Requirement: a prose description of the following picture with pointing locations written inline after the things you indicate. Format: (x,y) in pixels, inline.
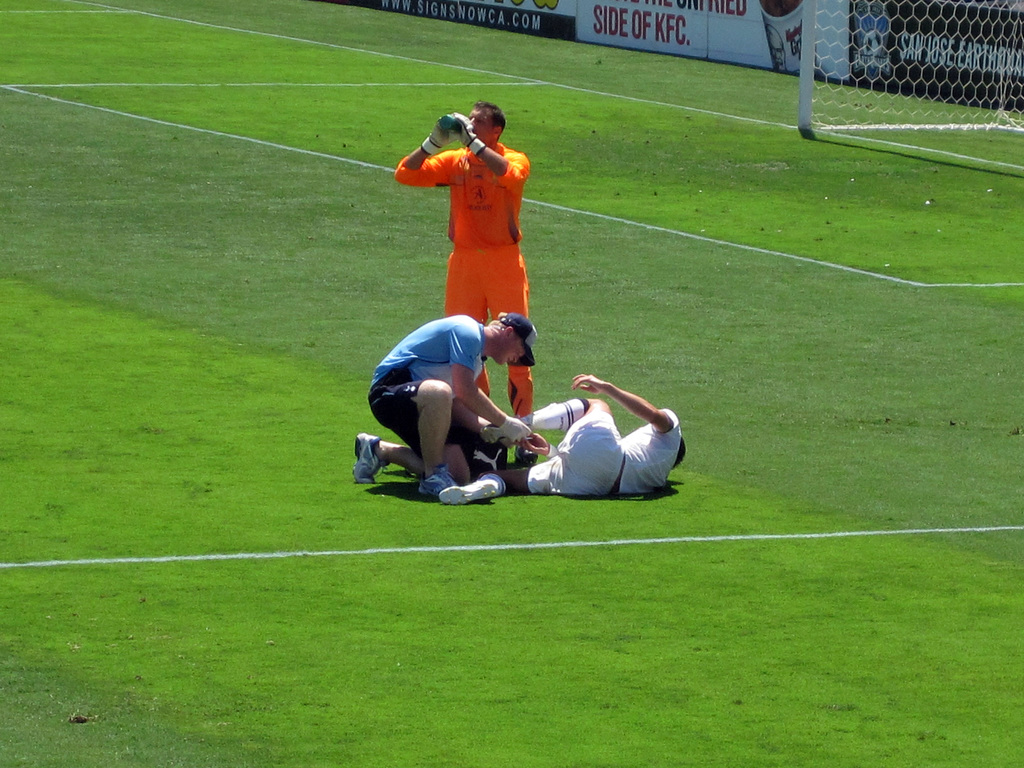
This image consists of three persons (496,418). At the bottom (527,591), we can see green grass (561,638) on the ground (605,616). In the front (549,460), the man (556,463) wearing white dress (600,438) is lying on the ground (308,473). The man (477,289) wearing an orange dress (491,229) is standing. On the right (836,85), we can see a goal post (812,106). And we can see the banners (646,29).
